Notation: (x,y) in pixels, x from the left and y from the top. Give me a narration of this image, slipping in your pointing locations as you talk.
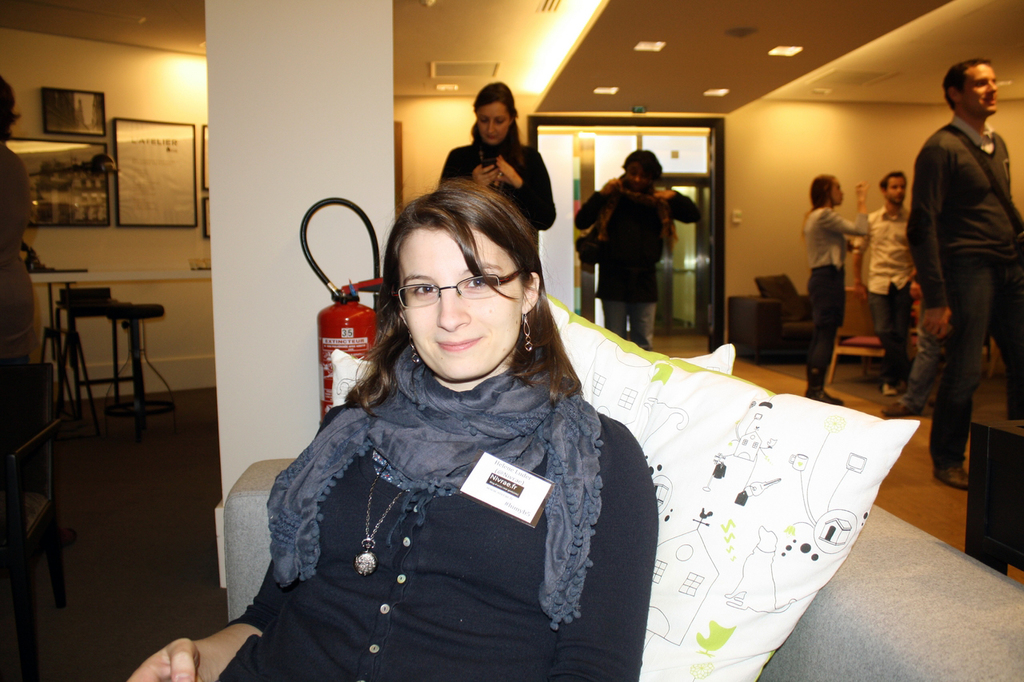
A person (334,479) is sitting on a sofa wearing black dress (448,581). Behind her there are cushions (699,500). At the back (338,267) there are other people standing and there are photo frames (188,164) and pillars (341,283).
